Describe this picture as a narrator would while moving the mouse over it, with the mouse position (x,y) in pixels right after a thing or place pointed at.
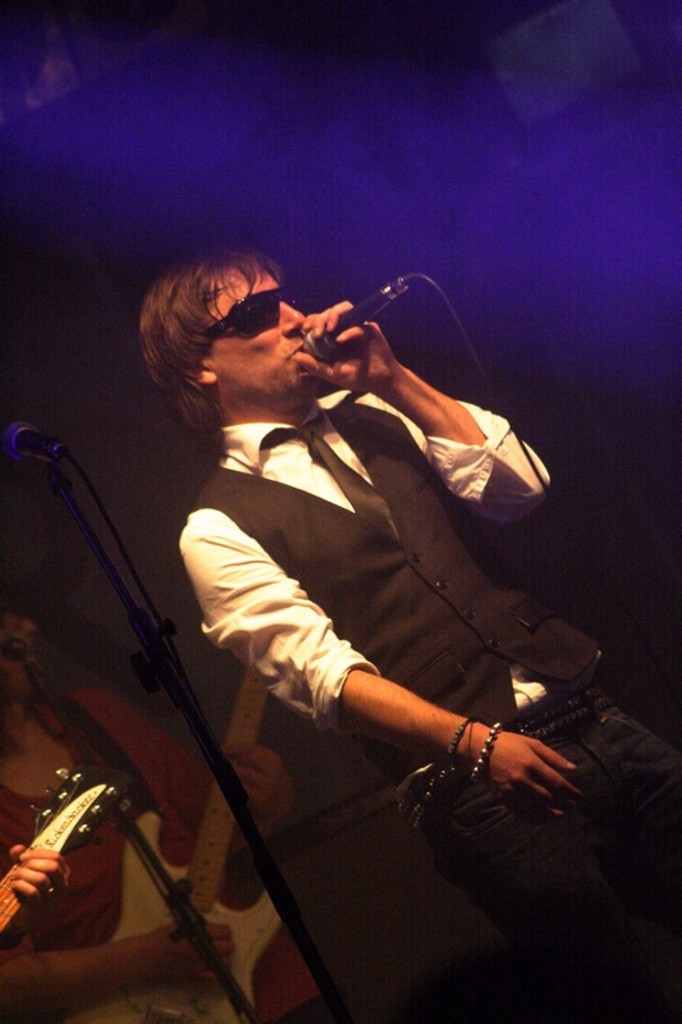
A person (448,537) is singing on mic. Behind him there is a stand (61,493) and a person (51,857) holding guitar (43,846).
